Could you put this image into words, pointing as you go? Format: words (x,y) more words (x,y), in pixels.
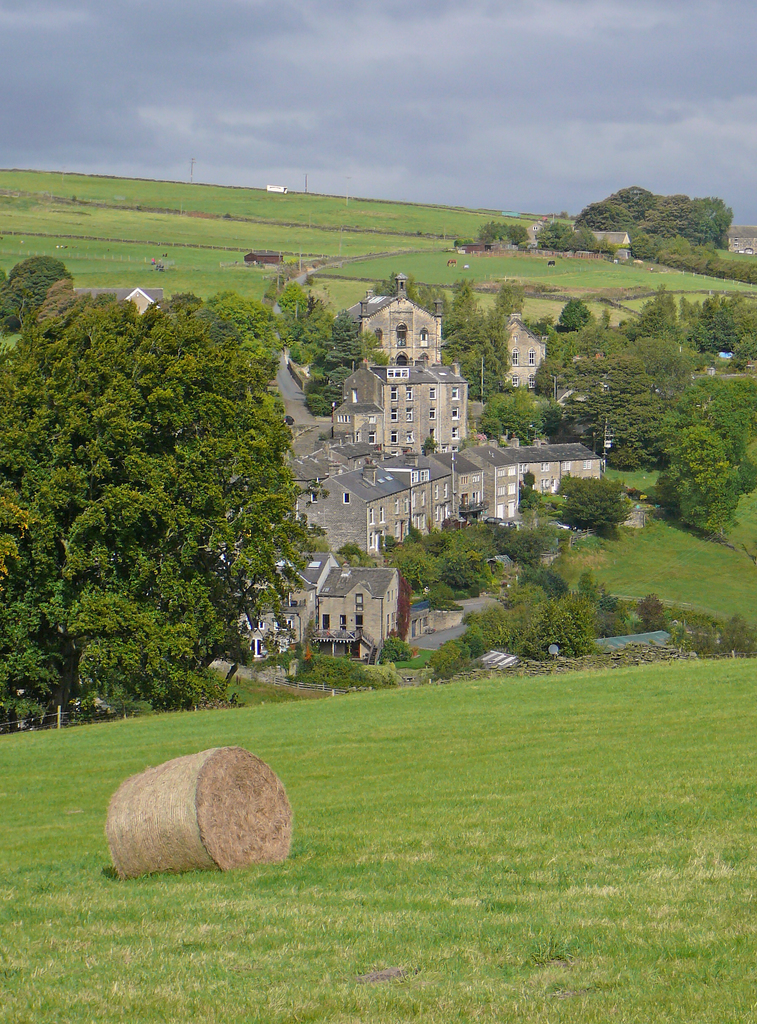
In this image we can see there is a hay bale (240,856) on the surface (387,948) of the grass (462,923), in the background (229,479) there are trees (287,485), buildings (437,372) and the sky (475,160).
